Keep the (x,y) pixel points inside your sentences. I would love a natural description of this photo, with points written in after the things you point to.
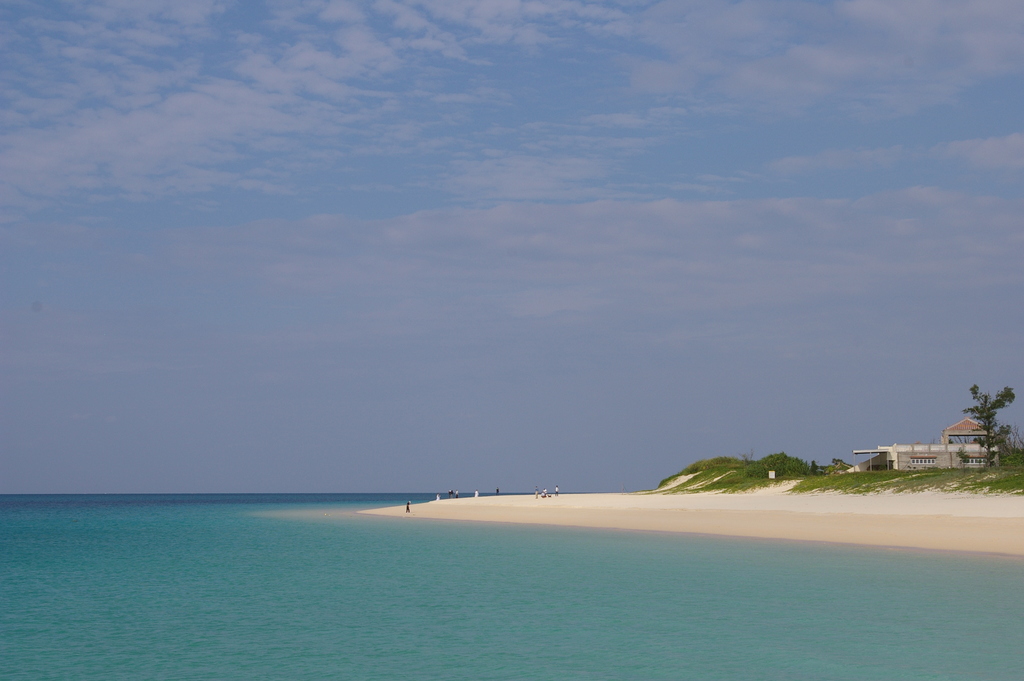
In this image we can see water (198,503), on right side of the image (705,525) there is sand (532,504) and some persons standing at the seashore (507,500), there is some grass (762,479), house (900,465) and trees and top of the image (549,132) there is cloudy sky (470,191).
